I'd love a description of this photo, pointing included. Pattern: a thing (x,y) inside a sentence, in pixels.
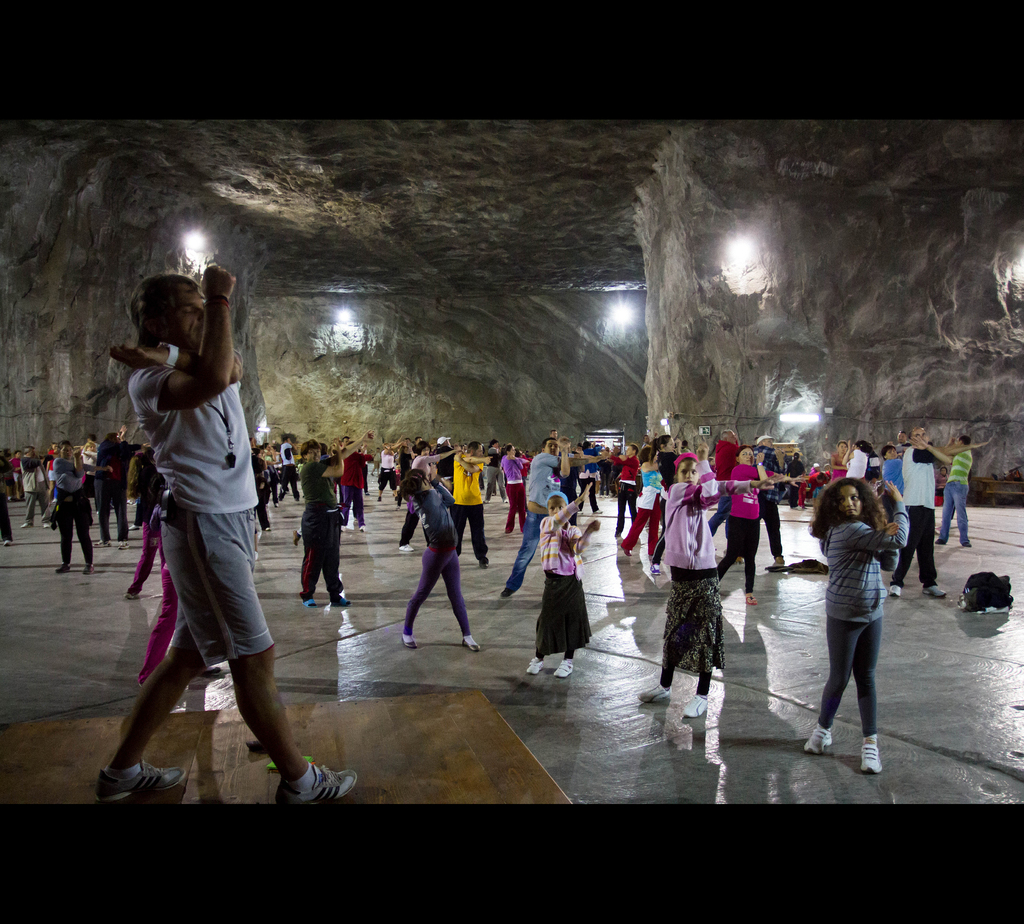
This picture describes about group of people (158,533), on the right side of the image (1007,597) we can see a bag (970,590), in the background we can find few lights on the walls (580,335).
